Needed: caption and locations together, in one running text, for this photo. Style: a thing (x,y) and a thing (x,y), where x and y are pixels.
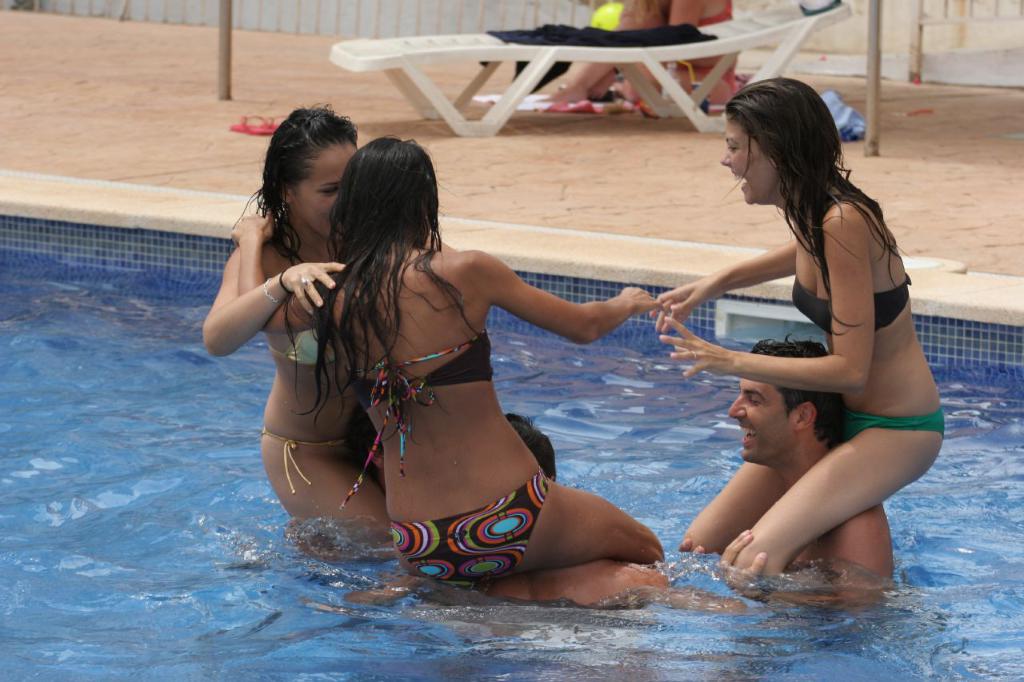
In this image, we can see a group of people (360,411) in a swimming pool (679,496). In the background (741,23), we can see a chair (724,52) with some clothes (642,36) on it. We can also see a pair of footwear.
